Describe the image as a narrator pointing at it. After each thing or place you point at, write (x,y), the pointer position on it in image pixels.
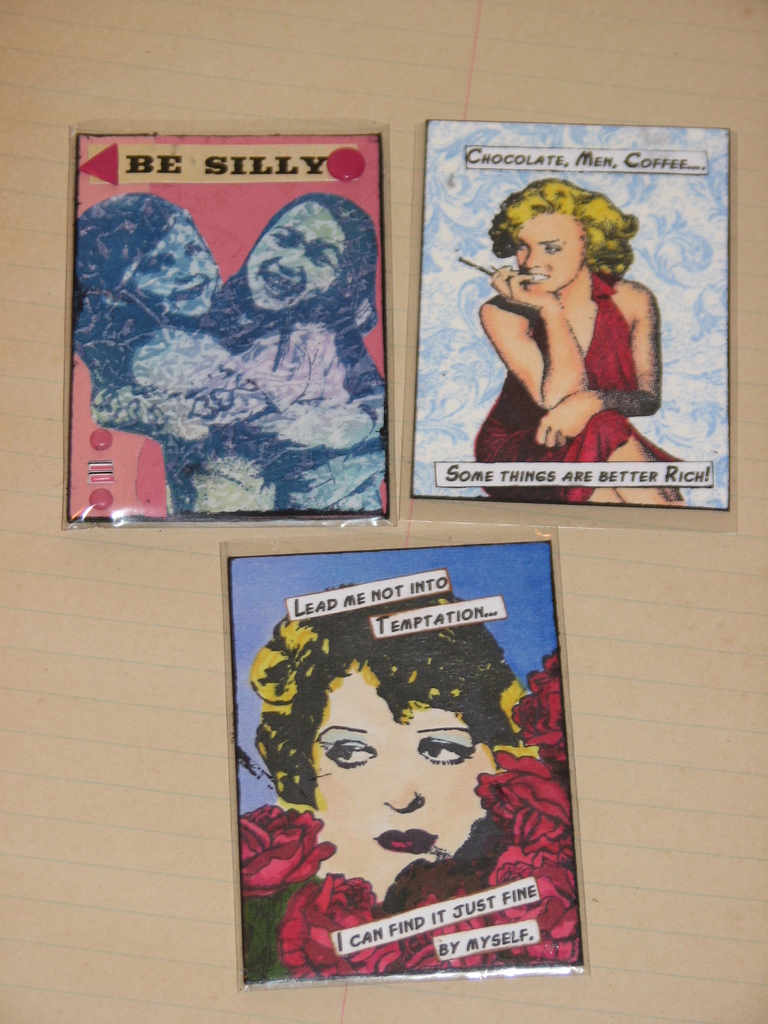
In this image I can see pictures (380,409) and plastic covers (493,692) are on the paper (49,128). In these pictures (521,593) I can see images (337,780) of people (596,340) and flowers (538,830). Something is written on these pictures (576,394).
